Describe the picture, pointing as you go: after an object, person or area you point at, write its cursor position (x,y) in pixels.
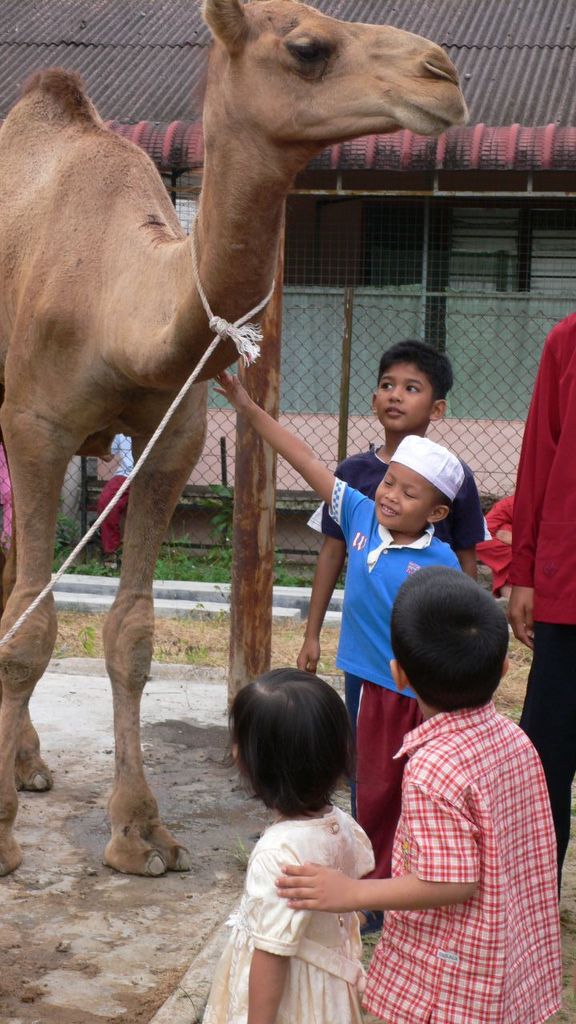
In this image I can see a camel (133,389) on the left side (67,358), on the right side (385,490) I can see four children's (441,632) standing in front of the camel (181,869) and I can see a person's hand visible on the right side (561,441), in the middle (336,353) I can see the fence (340,341) and house (470,192).
